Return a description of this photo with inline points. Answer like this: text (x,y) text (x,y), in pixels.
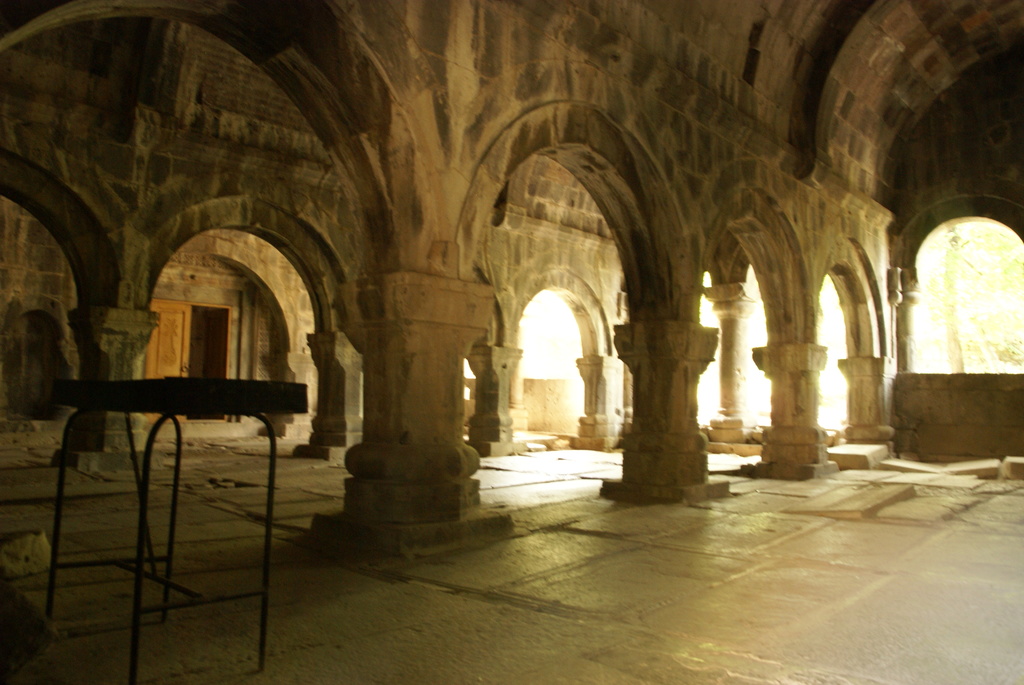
In the image we can see an arch construction (543,249) and pillars (414,320). Here we can see an object (167,414), floor (444,591) and a window (996,340).
